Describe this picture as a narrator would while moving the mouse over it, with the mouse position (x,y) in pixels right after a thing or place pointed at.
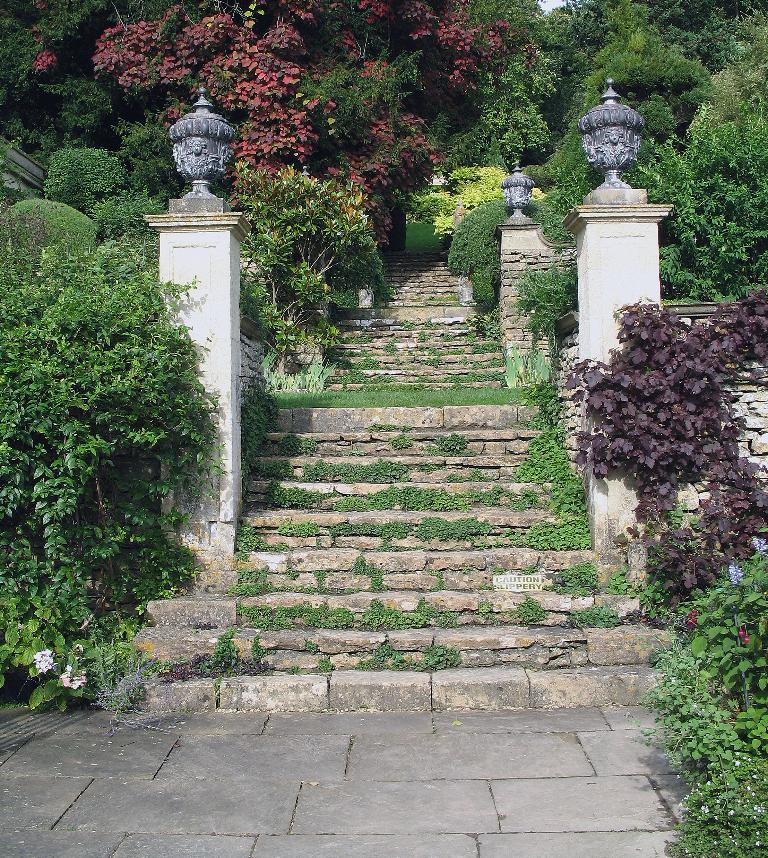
In this image we can see some trees (250,138) and plants (653,182), at left (124,220) and right side of the image (578,41) and at the middle of the image (386,432) we can see walkway (369,521) there are some walls (648,275) on which there are urns (617,186).
